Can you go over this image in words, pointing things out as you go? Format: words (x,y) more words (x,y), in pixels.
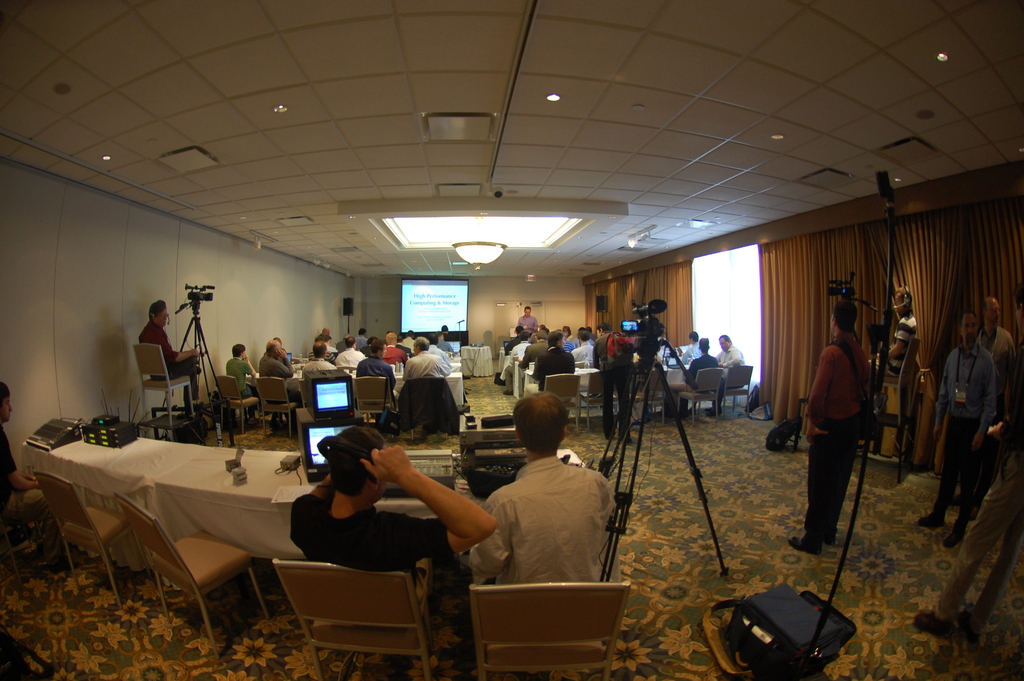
In the image there are many people (447,350) sitting on the chairs (213,557). And also there are tables (462,490). In front of the image there is a table (69,456) with monitors (341,388), mixers (438,463) and some other things (458,473). There are video cameras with stands (619,519). And also there are few people (959,349) standing. In the background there is a screen (405,309). On the right corner of the image (790,264) there is a glass wall (751,280) with curtains (692,318). At the top of the image (449,54) there is ceiling (603,168) with lights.
